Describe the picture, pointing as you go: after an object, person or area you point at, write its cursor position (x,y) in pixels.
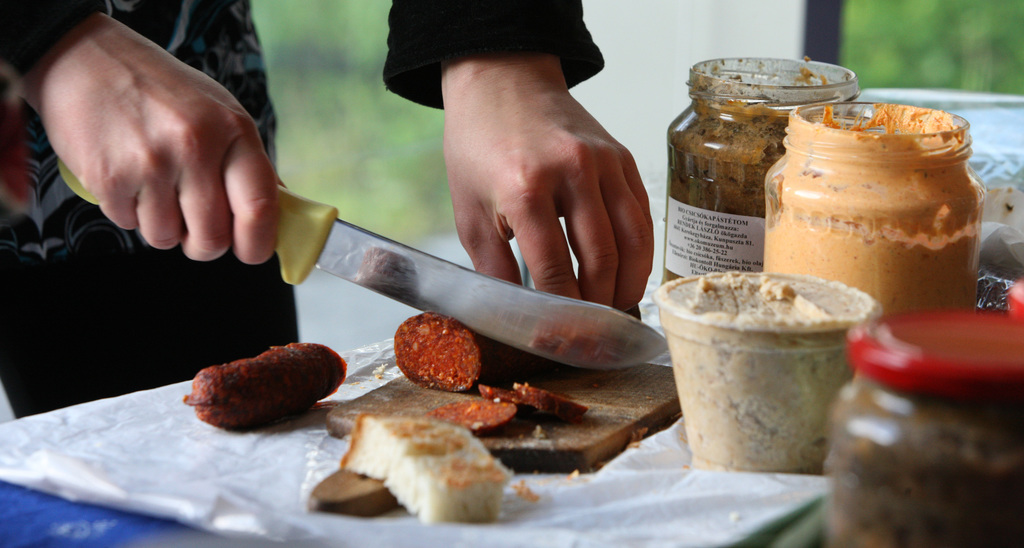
In the image there is a person (212,243) cutting food (460,338) with knife (445,310) on a chopping board (372,404), there are pickle bottles (825,196) on the right side (851,239).
